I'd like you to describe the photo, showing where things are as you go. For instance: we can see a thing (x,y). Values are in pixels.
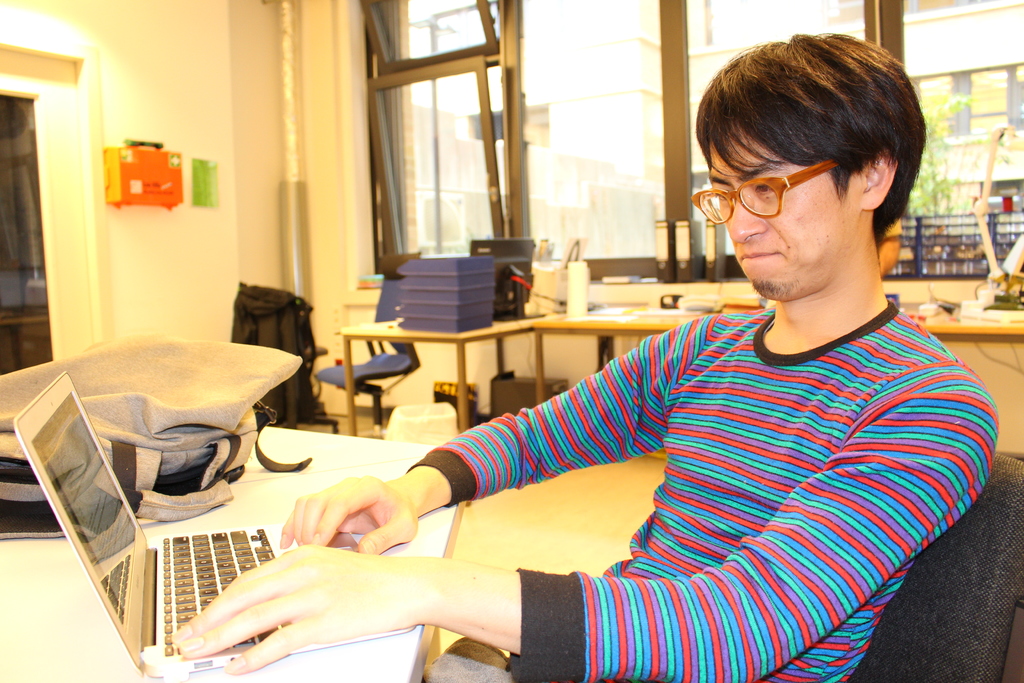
In the picture we can see a man (748,392) sitting on a chair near the table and working on a laptop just beside the laptop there is a bag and in the background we can see some tables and some things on it, and we can also see a window (961,176), from the window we can see a building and plants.
